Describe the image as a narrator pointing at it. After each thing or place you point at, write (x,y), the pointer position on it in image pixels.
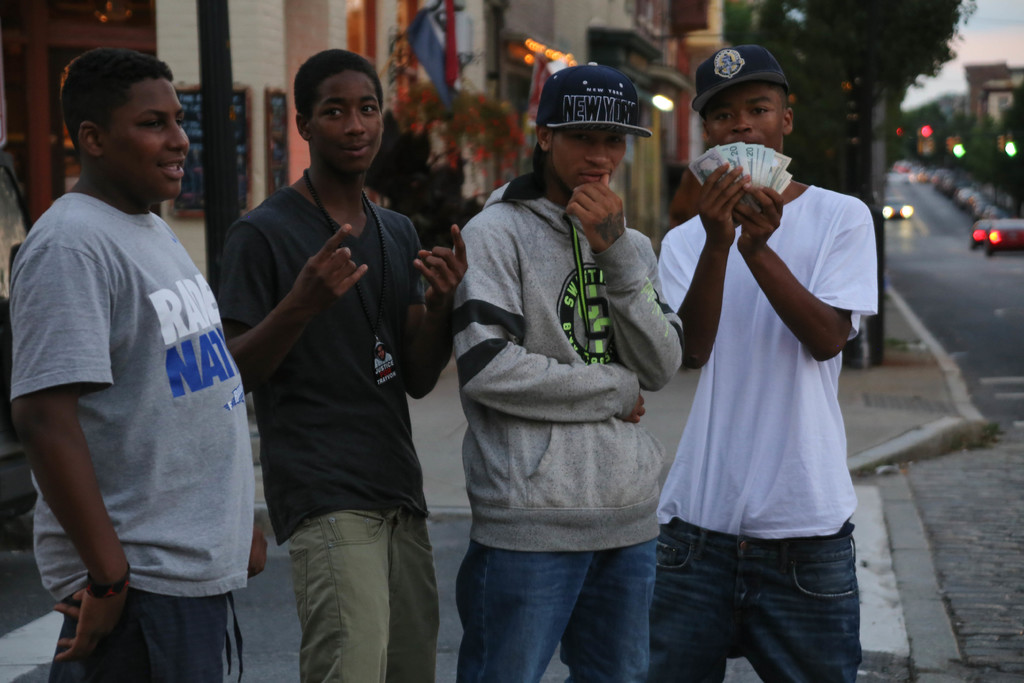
In the foreground of the picture (400,294) there are people (372,280) standing on the footpath (909,528). In the background (959,119) towards right (949,184) there are cars (974,197), road (953,215), trees (964,158), street lights (1007,147) and buildings (964,115). In the center of the background (611,34) there are trees (766,30) and buildings (631,18). On the left (226,31) there are trees (415,187), plant (416,106), flowers (418,113), pole (214,150), boards (270,109) and other objects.
